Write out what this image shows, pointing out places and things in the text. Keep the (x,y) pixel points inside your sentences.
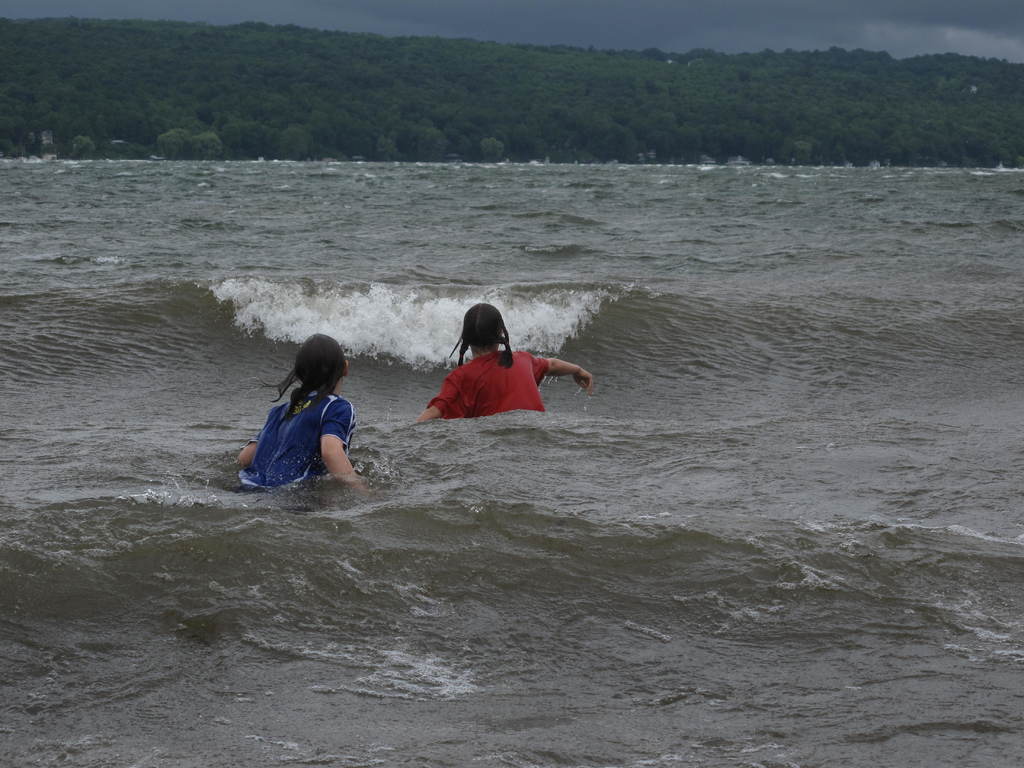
In this image there are two women (462,414) in the water (427,445) having tides (422,336). Background (108,60) there is a hill (452,83) having trees (584,77). Top of the image (708,34) there is sky (722,37).
